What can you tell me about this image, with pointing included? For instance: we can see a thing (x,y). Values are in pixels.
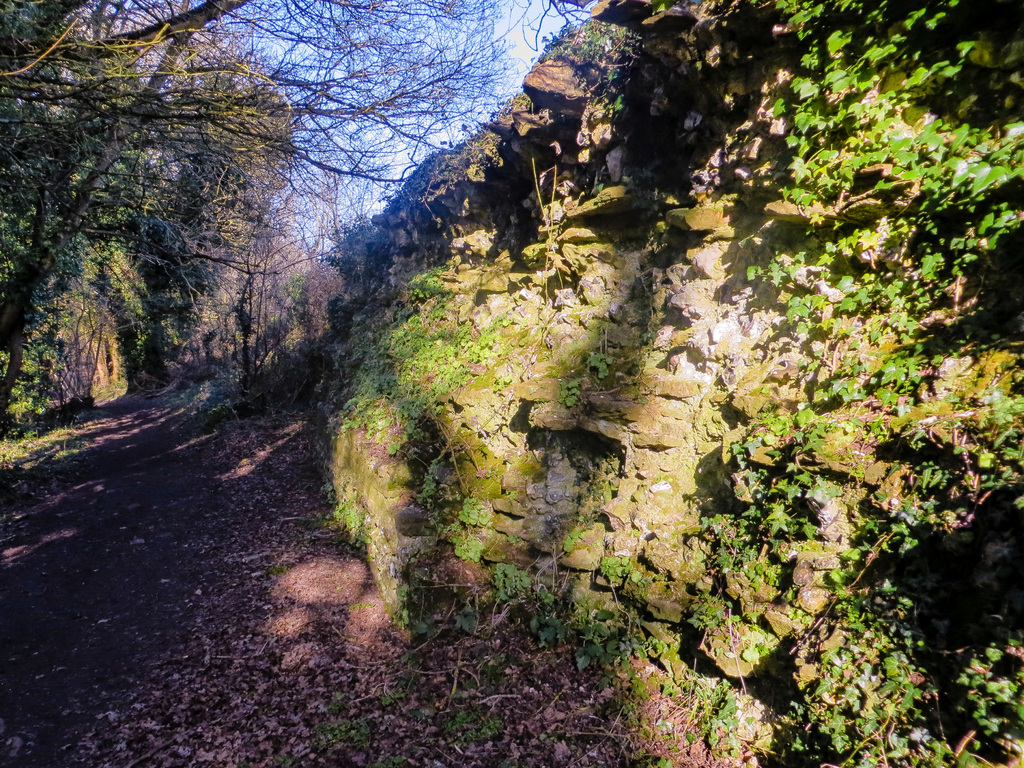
In this image we can see walls (679,134), creepers (808,112), shredded leaves (316,539), ground (145,496), trees (151,184) and sky (498,11).
